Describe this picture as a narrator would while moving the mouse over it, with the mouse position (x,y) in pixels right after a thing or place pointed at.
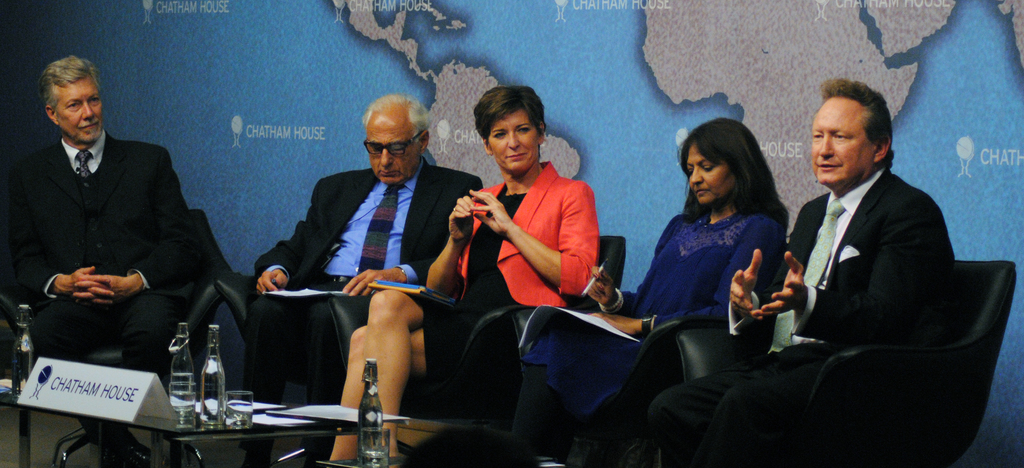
In the center of the image (456,257) we can see persons (130,223) sitting on the chairs (836,379). At the bottom left corner (54,388) we can see table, bottles (27,362) and board (95,391). In the background (245,51) there is a map (433,75).
